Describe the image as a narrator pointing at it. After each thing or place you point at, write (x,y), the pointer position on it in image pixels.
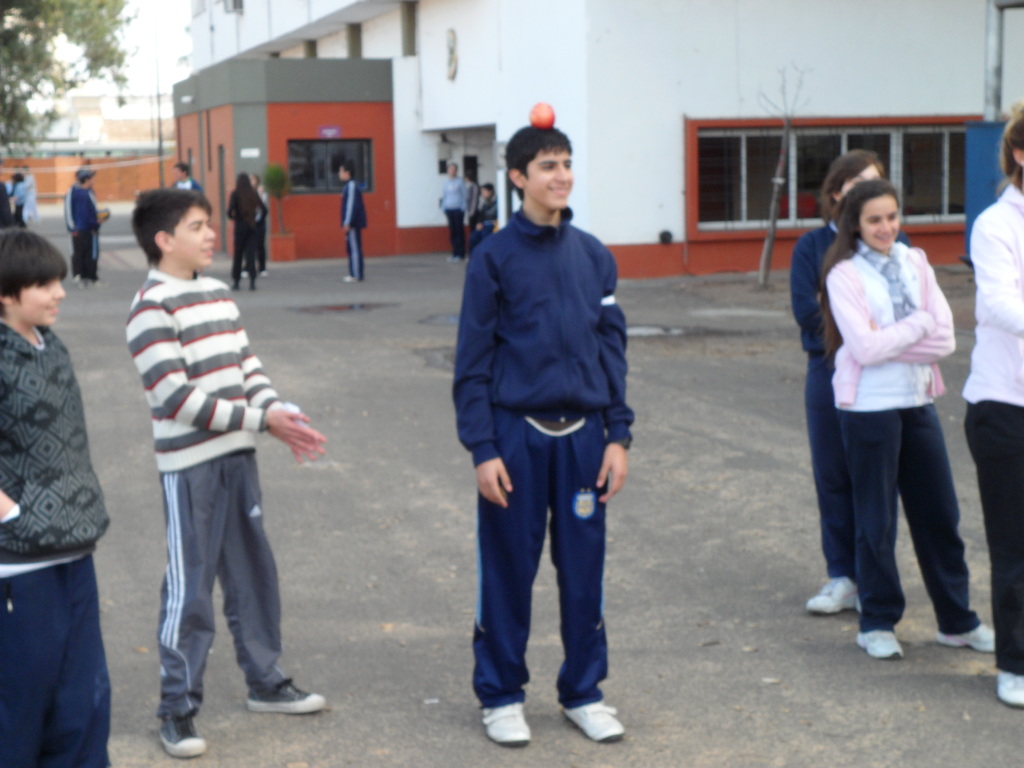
In this image, we can see few people (22,385) on the floor (727,612). Background (630,205) we can see a building (634,167) with walls (634,167) and windows (956,199). In the top left corner (41,58), there is a tree (13,26). Right side of the image (987,83), we can see a pole (990,84). Here we can see few people (556,223) are smiling. Here a red color object (544,127) is placed on a human head (511,152).
